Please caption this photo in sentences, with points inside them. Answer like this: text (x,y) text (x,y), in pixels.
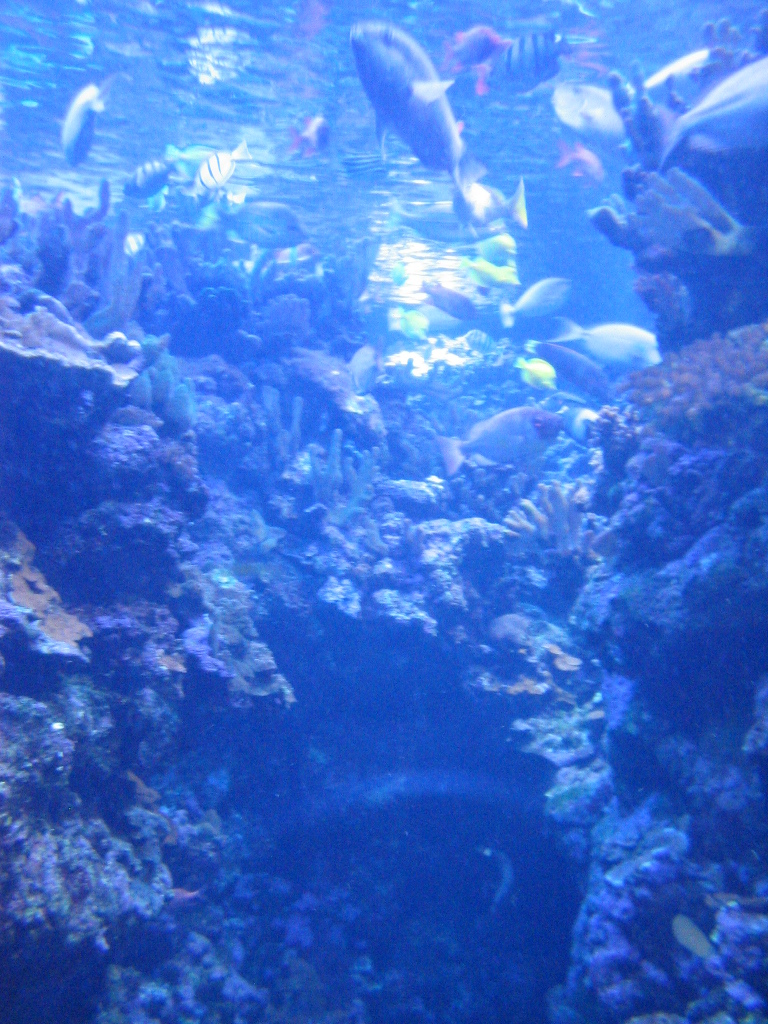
In this picture I can see fishes (152,173) and corals (359,504) under the water (262,49).
